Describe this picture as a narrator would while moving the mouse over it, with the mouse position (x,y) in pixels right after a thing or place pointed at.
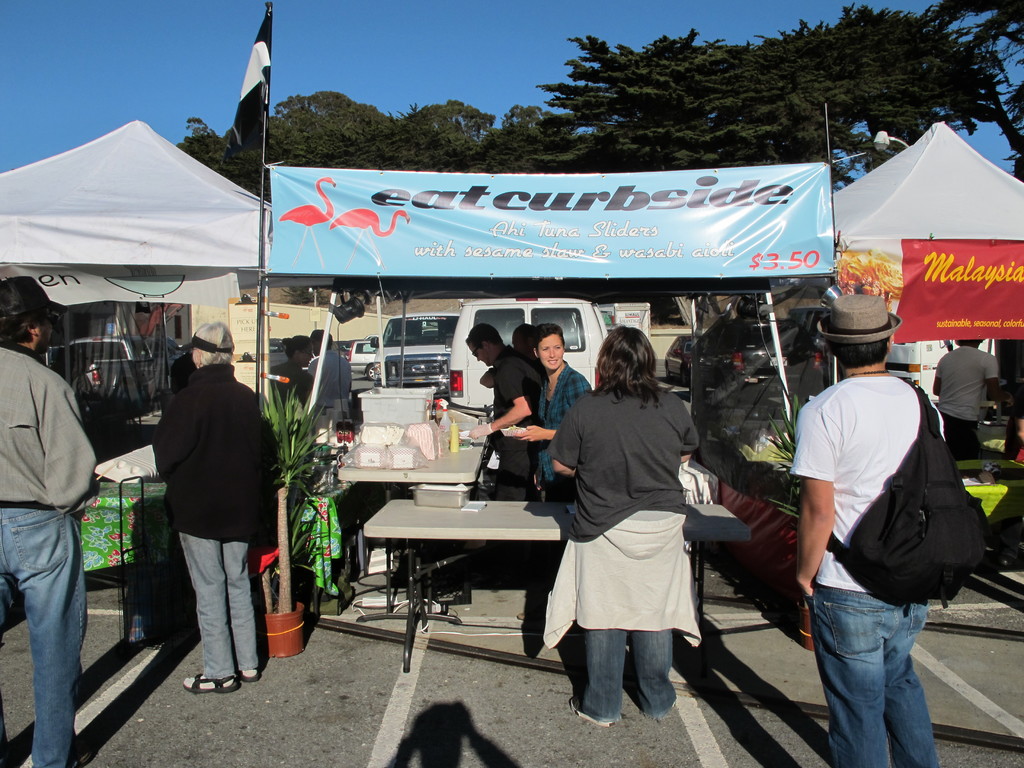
In this picture I can see group of people (227,635) standing. There are some objects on the tables (1011,512). I can see canopy tents (161,246), vehicles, trees (405,159), flag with a pole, and in the background (427,104) there is the sky (110,82).
